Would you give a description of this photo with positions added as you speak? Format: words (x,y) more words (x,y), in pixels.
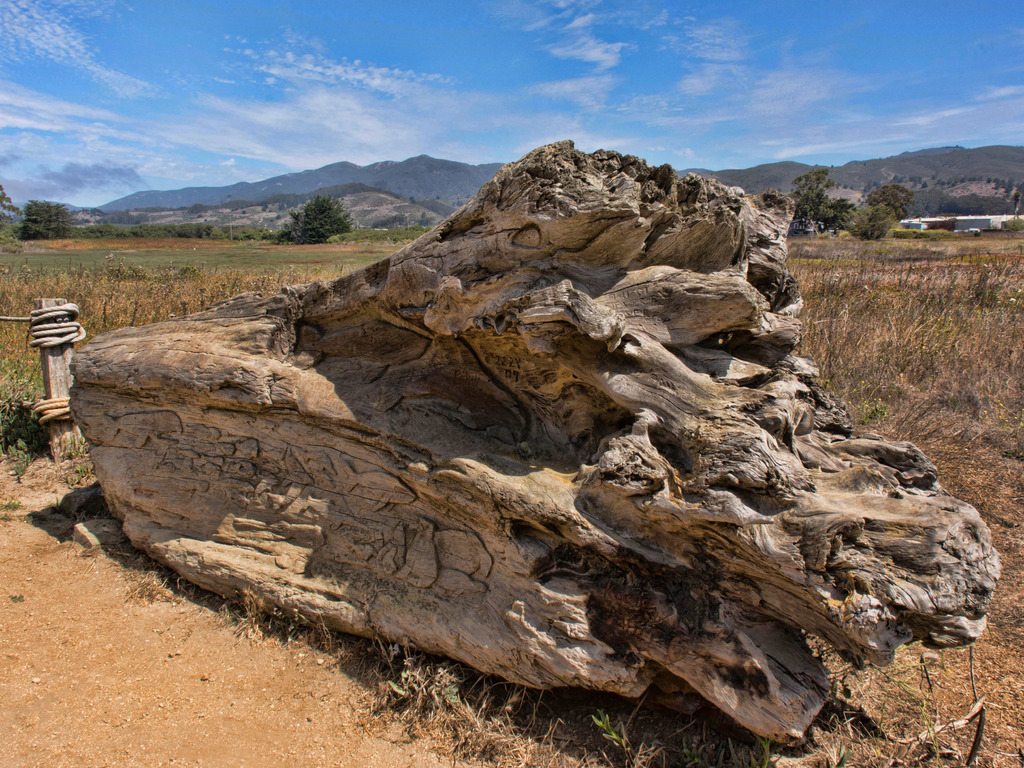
In this picture we can see wooden object (218,415), pole (63,379), grass (195,285) and ropes (55,411). In the background of the image (909,207) we can see trees (56,216), hills (961,173) and sky (527,43).
